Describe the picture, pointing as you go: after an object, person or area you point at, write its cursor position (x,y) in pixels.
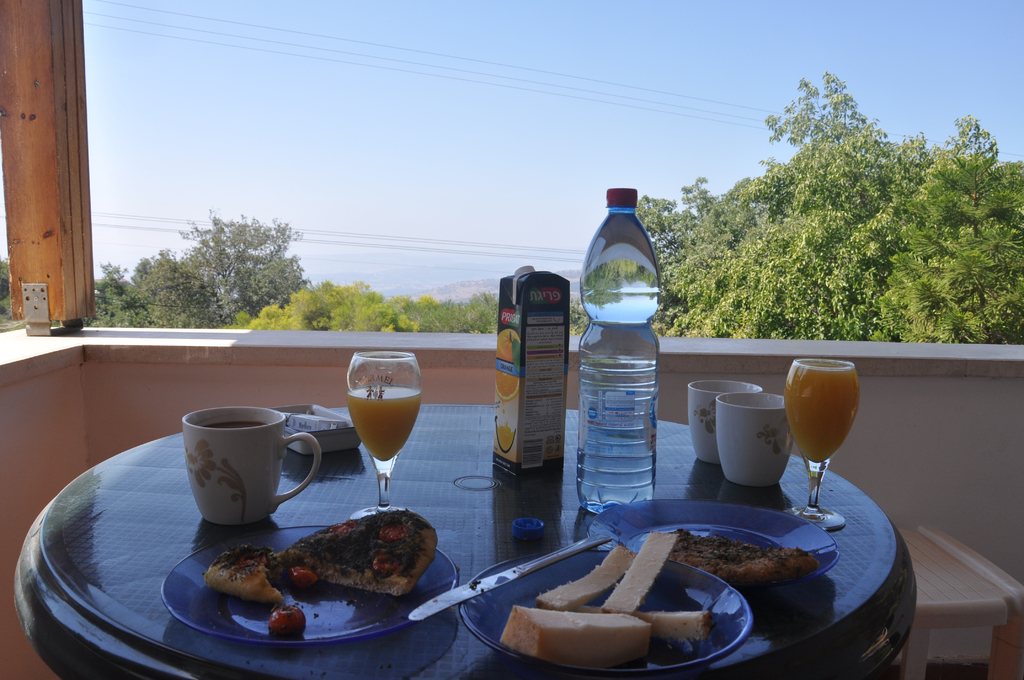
In this image, we can see black color table (108,623). Few items (410,525) are placed on it. Right side (960,600), we can see stool (947,603). Left side (42,241), we can see wooden pillar (53,260) and wall (60,390). At the background (282,277), trees (268,279) and sky (271,159) and wires (423,250).
